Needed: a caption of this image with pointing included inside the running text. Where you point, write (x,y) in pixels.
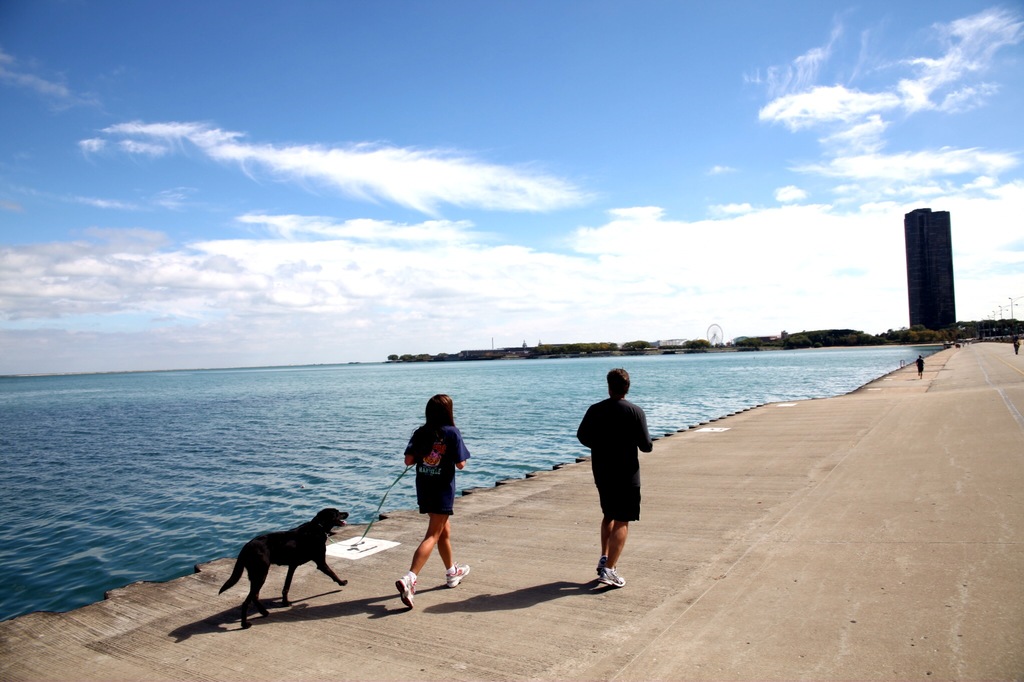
In the background (361,49) we can see the clouds (210,272) in the sky (486,272). Far we can see a giant wheel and the trees (918,341). On the right side of the picture (1005,305) we can see the poles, skyscraper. We can see the people (438,451) near to the sea shore (959,368). We can see a woman (455,450) is holding the belt (387,493) of a dog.
